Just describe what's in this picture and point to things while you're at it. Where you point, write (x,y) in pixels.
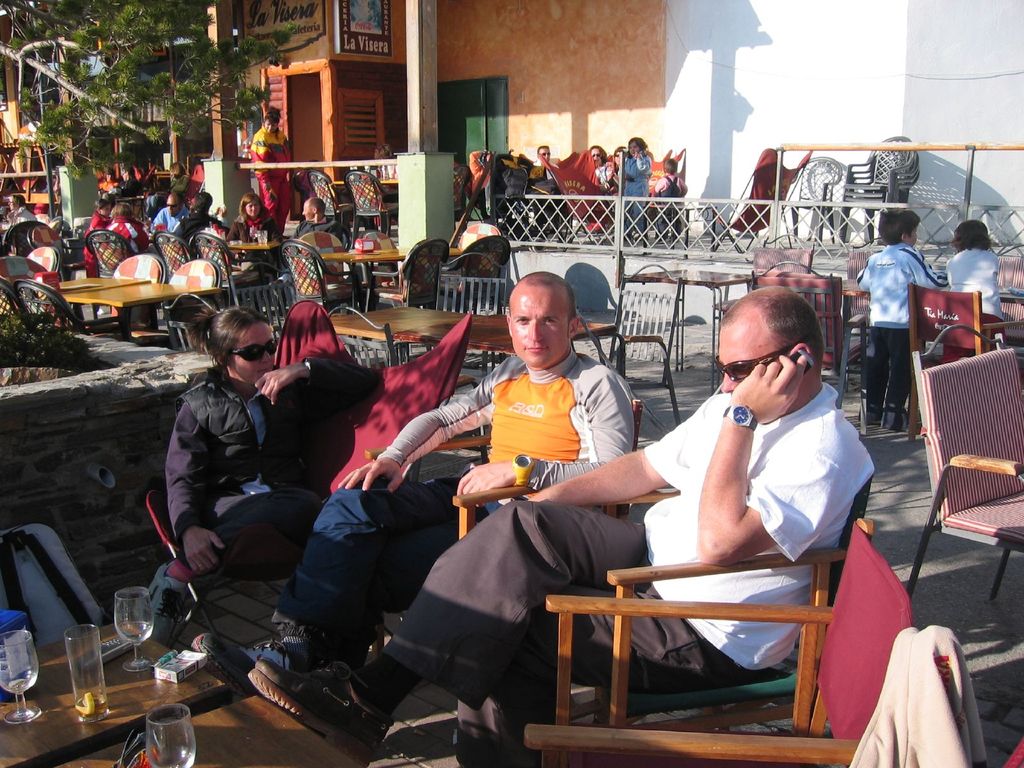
This is a picture taken in the outdoor. It is very sunny. There are group of people (309,381) sitting on a chairs (843,641) and in front of the people (367,508) there is a table (218,759). On the table (211,726) there is a glasses (147,727), mobile (105,646) and a cigarette packet (170,664). Background of this people (237,317) there is a wall (495,59), tree (133,42).
